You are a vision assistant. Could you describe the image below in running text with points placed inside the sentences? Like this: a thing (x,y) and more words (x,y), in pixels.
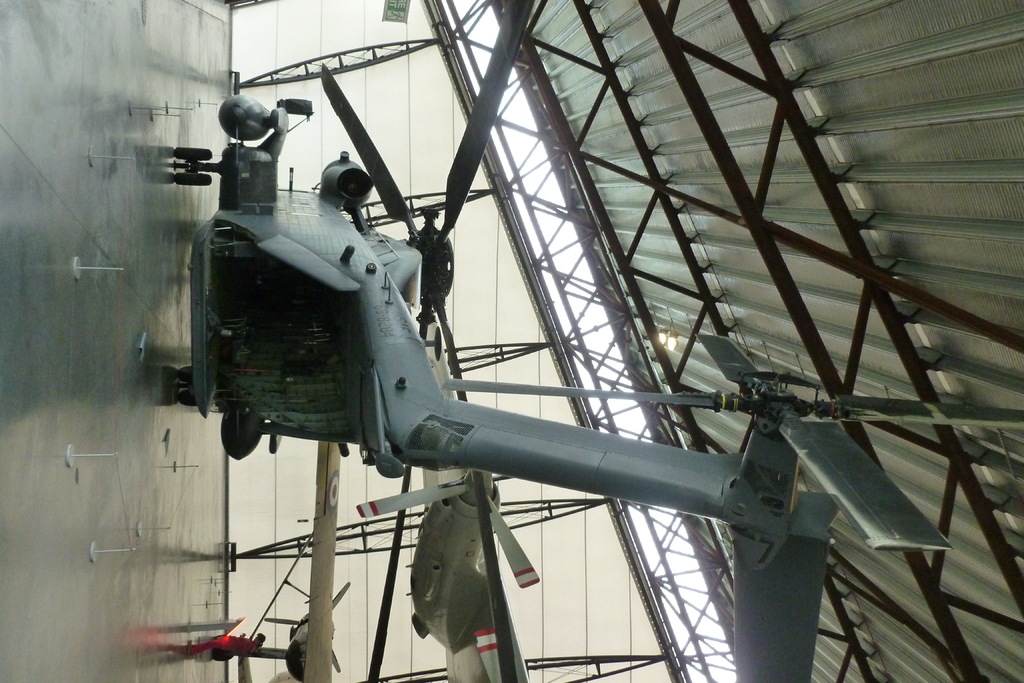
In this image I can see a helicopter (335,430), few aircrafts (433,557). I can also see number of white colour things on floor (121,404).
